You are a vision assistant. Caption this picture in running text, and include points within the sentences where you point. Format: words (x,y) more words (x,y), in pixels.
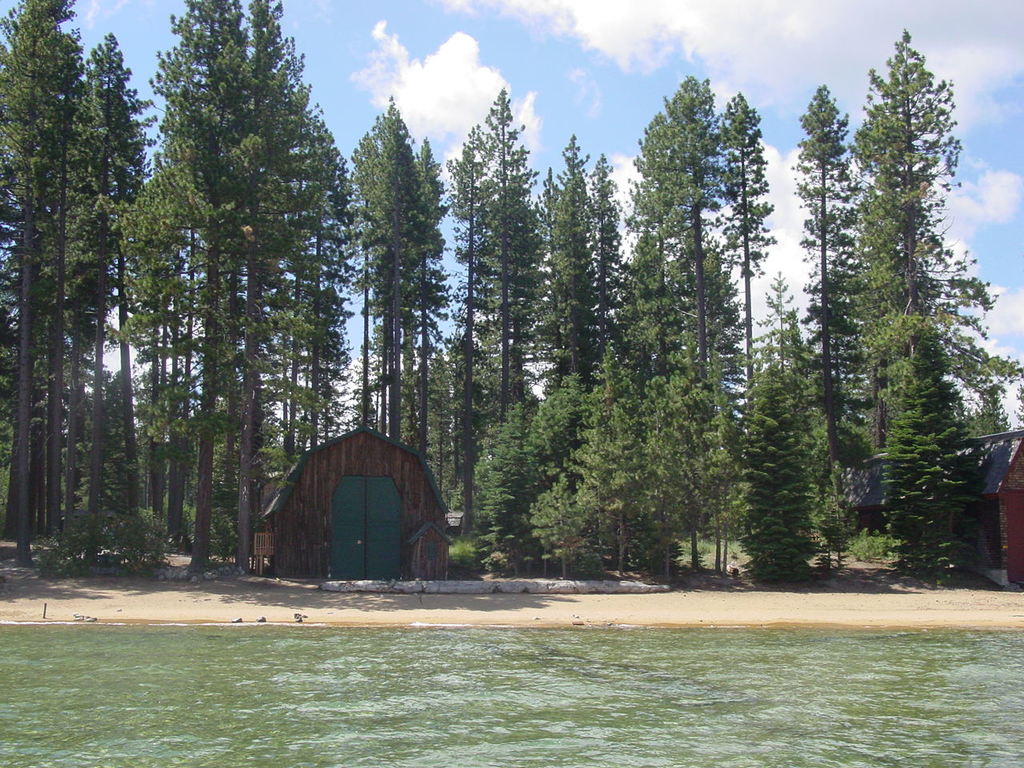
In this picture we can see the water (431,666), sheds (309,527), trees (473,515) and some objects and in the background (636,95) we can see the sky (612,104) with clouds (596,15).
